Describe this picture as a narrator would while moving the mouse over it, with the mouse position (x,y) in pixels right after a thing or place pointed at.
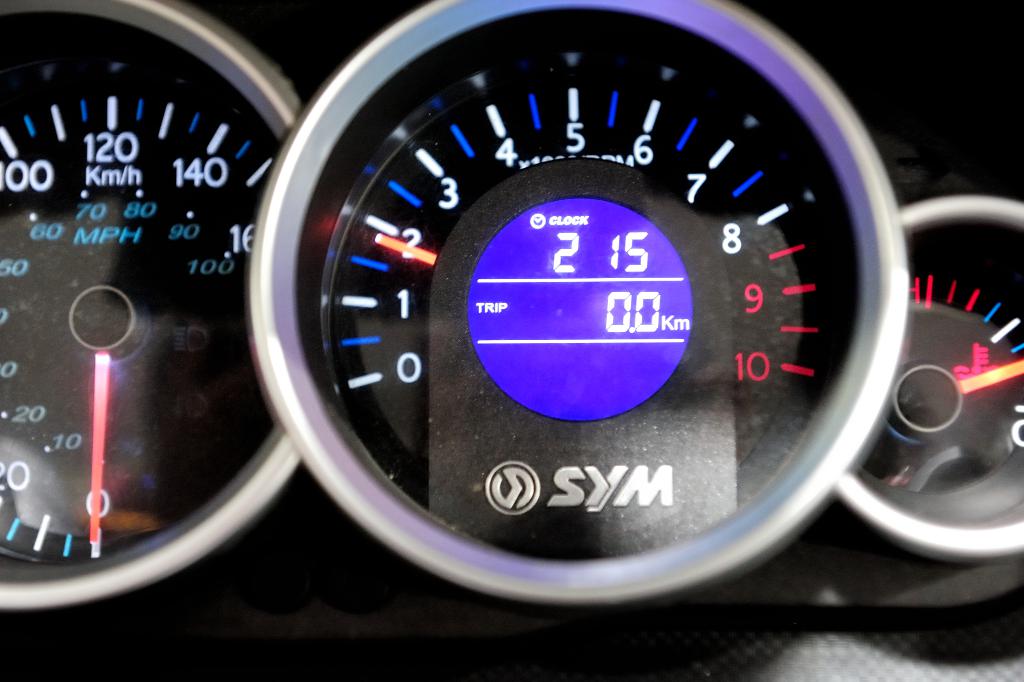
In this picture there is speedometer (170,24) in the image.
